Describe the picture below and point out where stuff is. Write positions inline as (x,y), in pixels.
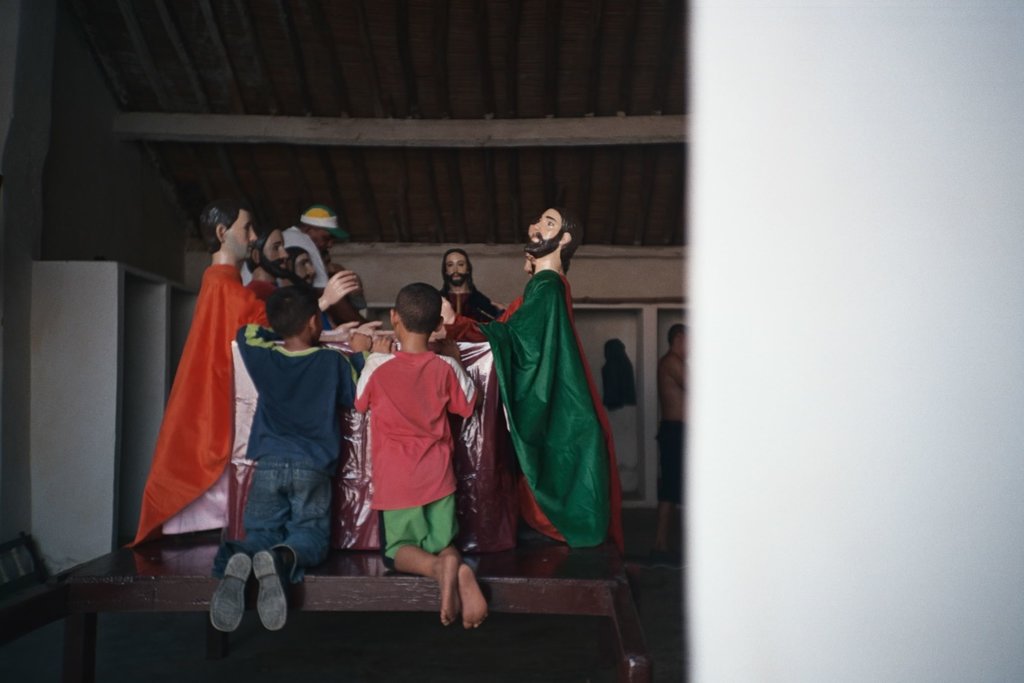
In this image there is a table (576,613), on that table (576,609) there are statues (492,328), in front of the statues (454,289) there are two kids (406,445), behind the statues (186,477) there is a cupboard (144,447) at the top (659,129) there are poles (439,189).
